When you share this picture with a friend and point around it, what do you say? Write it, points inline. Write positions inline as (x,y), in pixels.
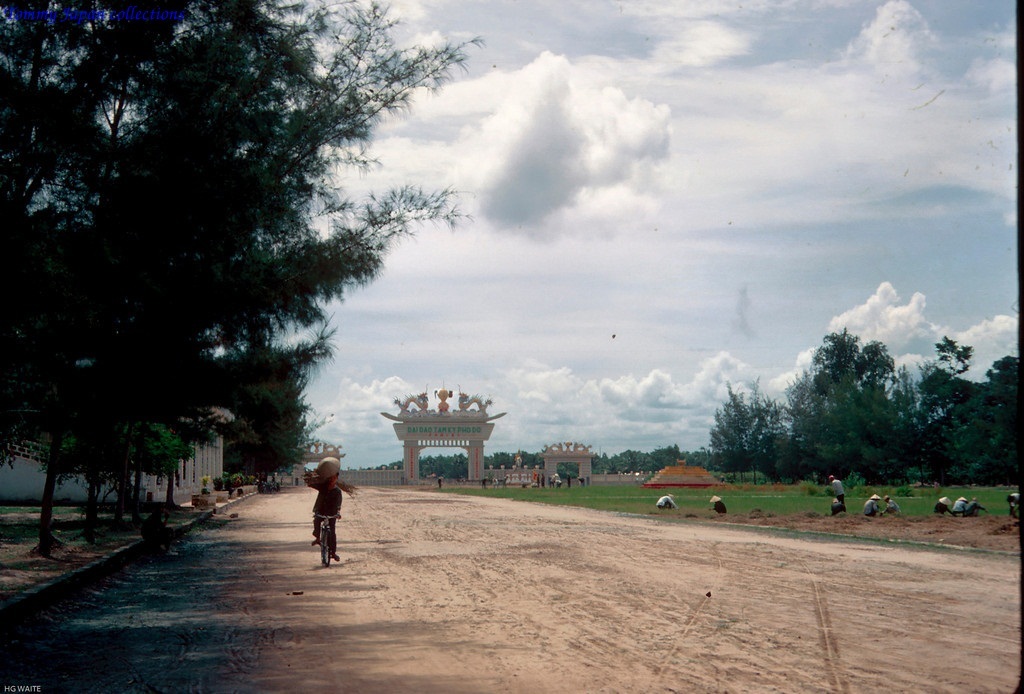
In this image I can see number of trees (68,476), clouds (668,381), the sky (668,381), a building (222,427) and number of people (661,505) over here.
